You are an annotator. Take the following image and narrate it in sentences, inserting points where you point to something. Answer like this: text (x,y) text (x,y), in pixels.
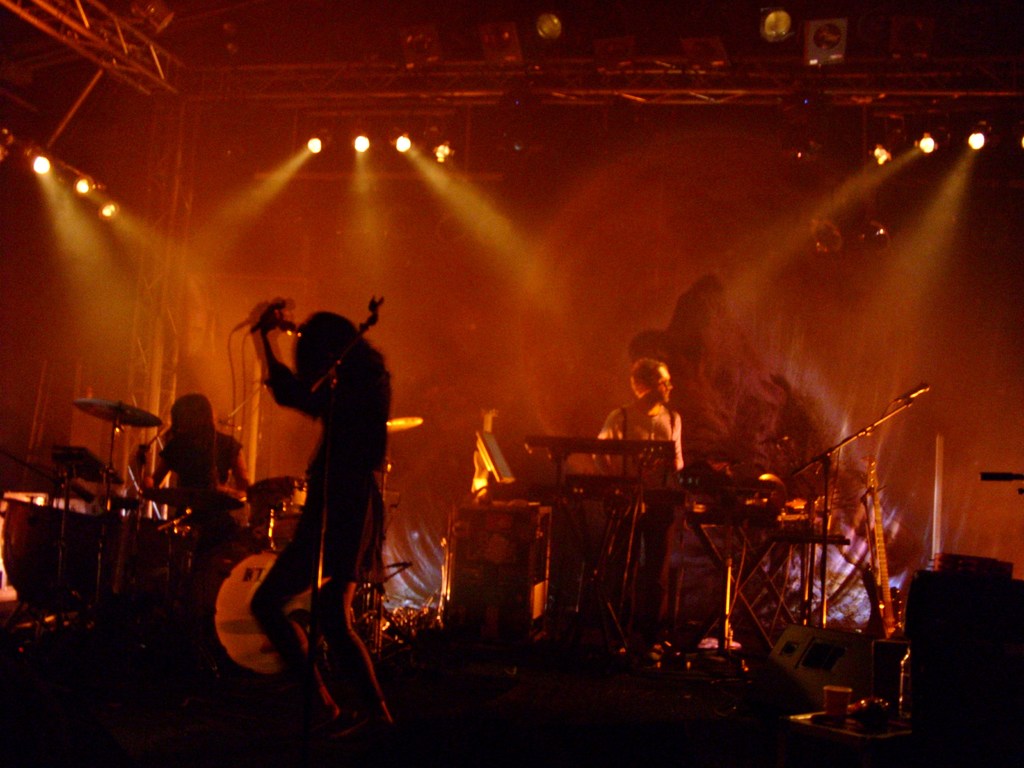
In this image we can see people (307,561). The lady (326,700) standing in the center (354,445) is holding a mic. We can see musical instruments (227,509) and there is a mic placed on the stand (898,409). At the top (367,138) there are lights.
